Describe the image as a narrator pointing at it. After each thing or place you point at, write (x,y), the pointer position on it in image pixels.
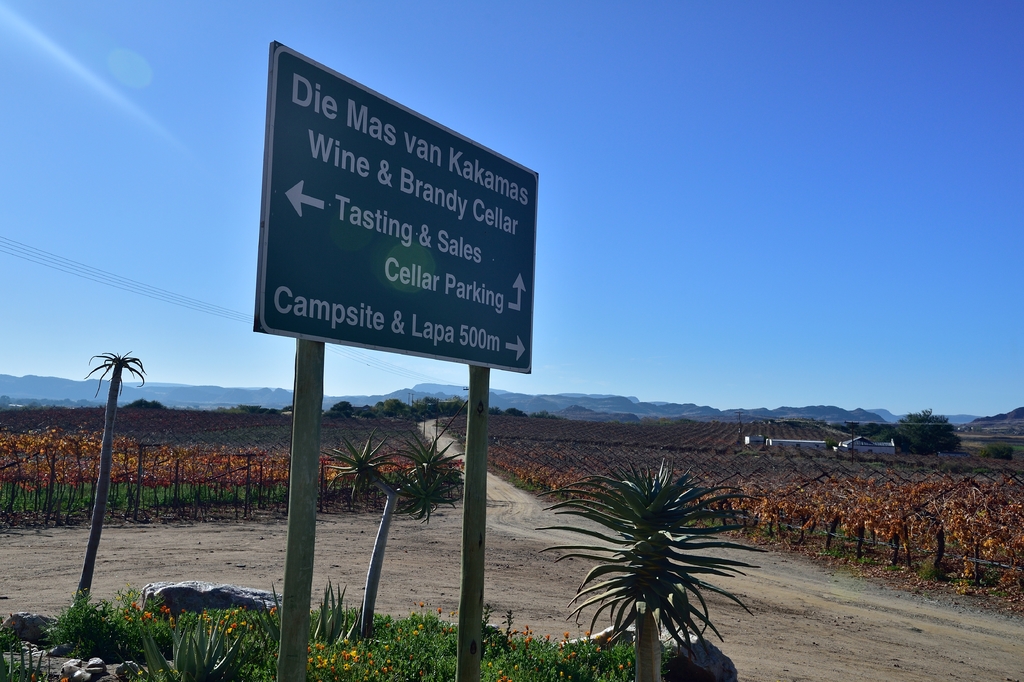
In this image there is a sign board (516,356), there are few plants (819,496), trees (607,605), cables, mountains (460,396), houses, agricultural land (569,422) and the sky (132,233).
